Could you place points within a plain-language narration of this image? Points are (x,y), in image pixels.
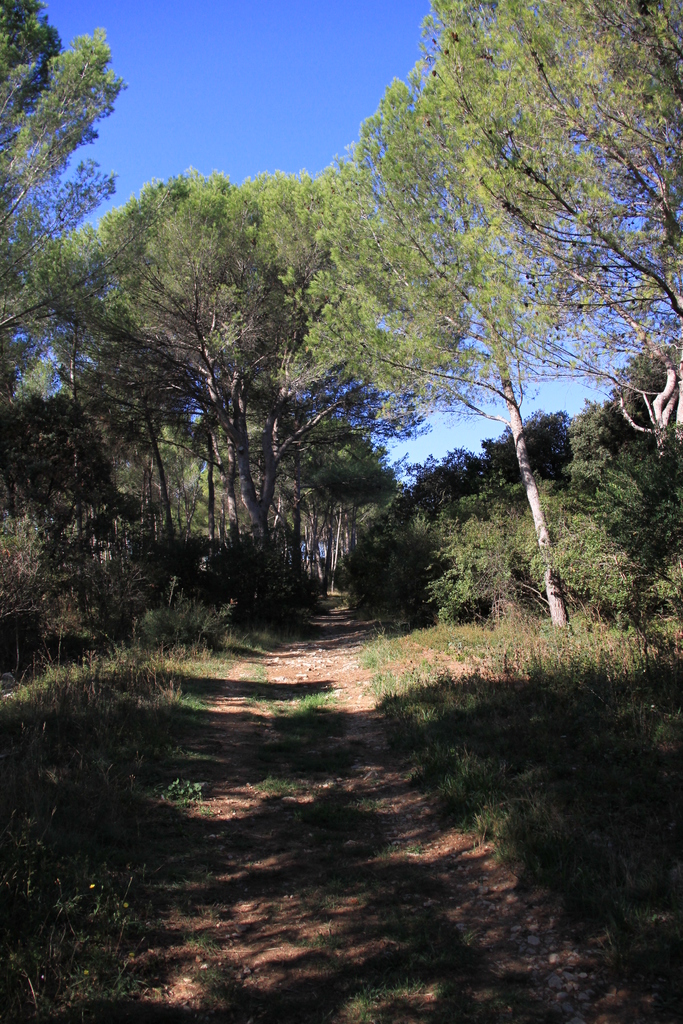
At the bottom (363,765) it is the way (338,838), there are trees (417,533) on either side of this way (353,850). At the top (274,127) it is the blue color sky (272,109).
